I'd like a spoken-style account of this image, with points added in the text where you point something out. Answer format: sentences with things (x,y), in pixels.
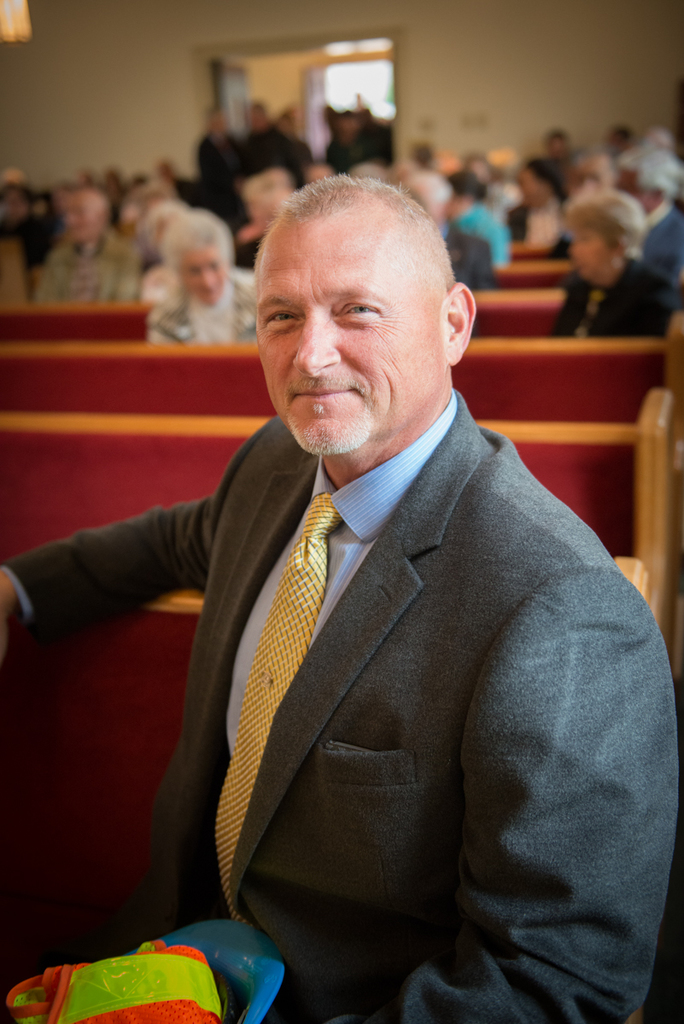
In this image in the foreground (341,729) there is one person (280,715) who is sitting and smiling, and in the background (173,176) there are some people (442,193) who are sitting on benches (199,388) and some of them are walking. And there is one door (233,91) and a wall (136,29).
